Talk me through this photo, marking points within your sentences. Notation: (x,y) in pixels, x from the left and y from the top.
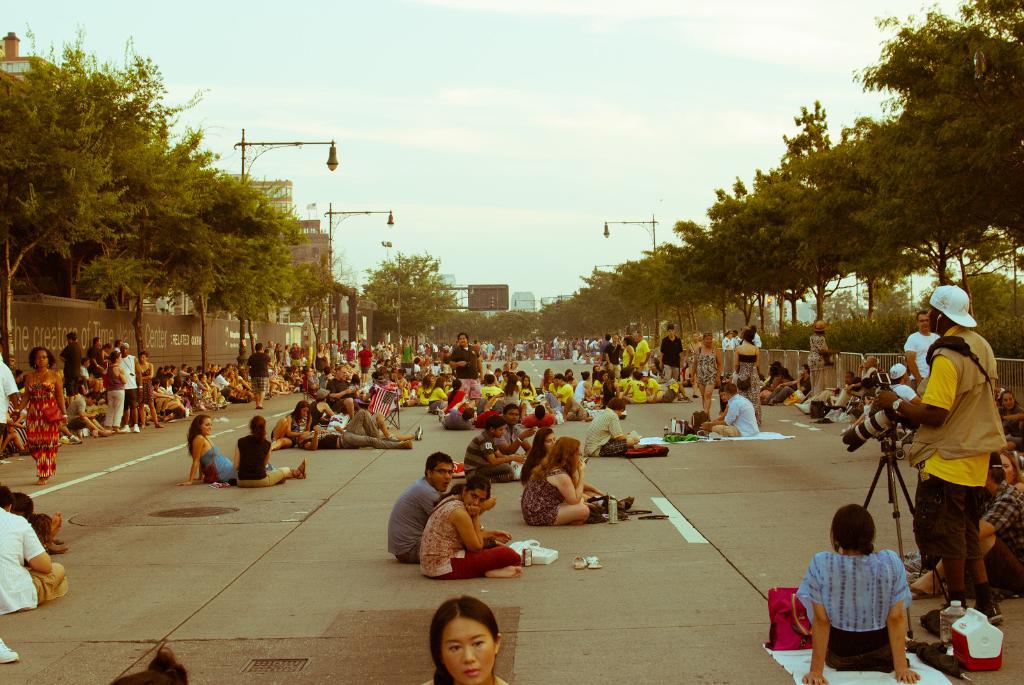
In this image there are group of people (253,447) some of them are sitting and some of them are standing, and at the bottom (591,590) there is a walkway (236,591) and also we could see some baskets (995,655), bottles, clothes (828,654), handbags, cups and some other objects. On the right side (928,406) there is one person (917,487) who is holding a camera (868,432), and on the right side (779,232) and left side (57,149) there are trees (7,346), wall (21,327), poles (246,145), light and buildings (262,178) and at the top (491,131) there is sky (491,131).
